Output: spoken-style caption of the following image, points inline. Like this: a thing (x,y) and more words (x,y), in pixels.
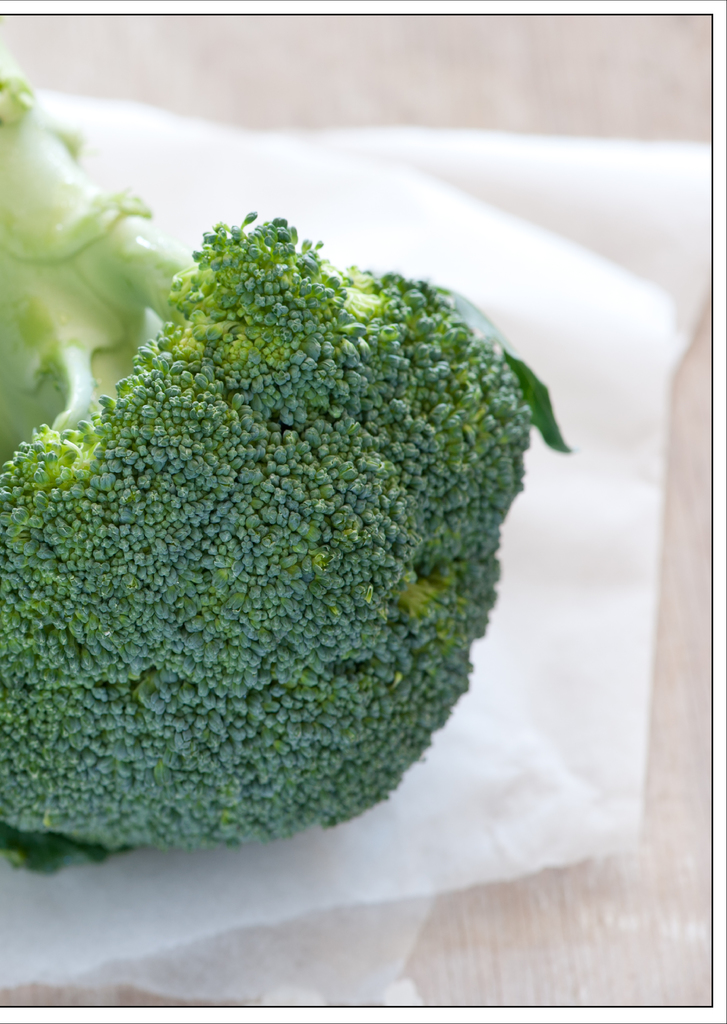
In this image we can see a broccoli (203,517) on the paper (618,169).
